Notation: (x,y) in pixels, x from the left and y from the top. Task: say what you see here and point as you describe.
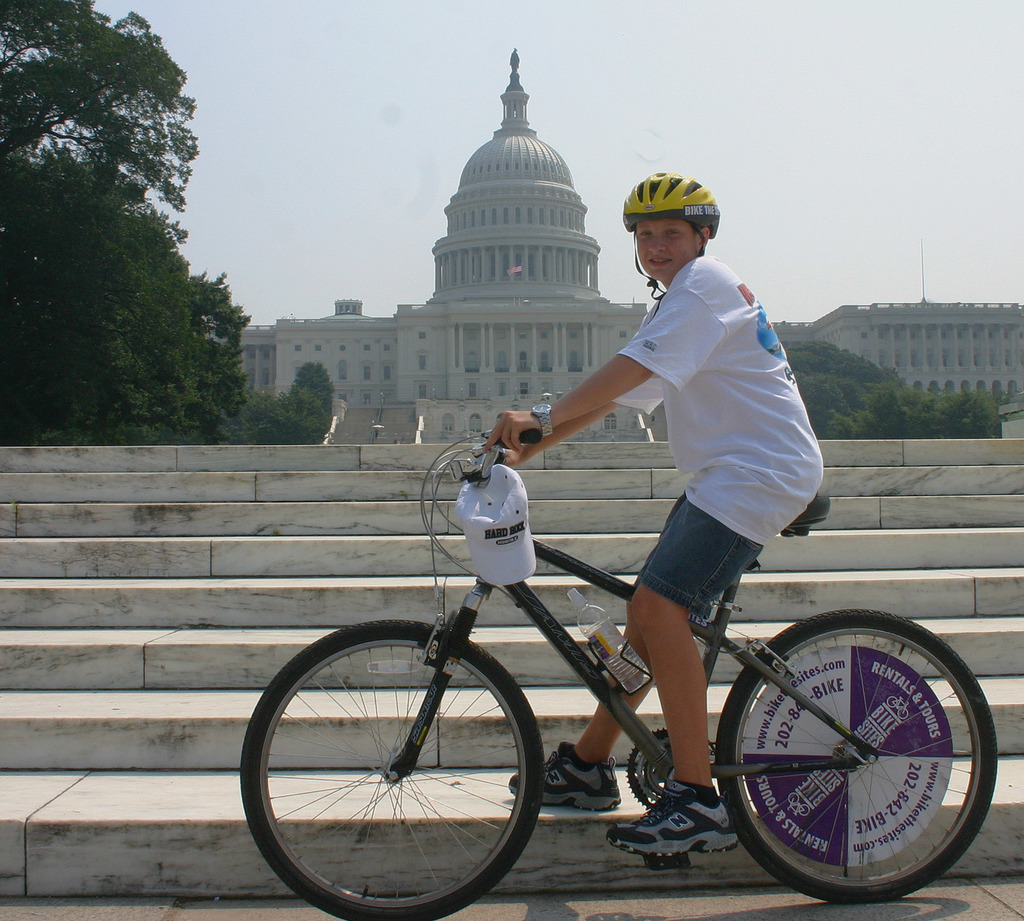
In this image we can see the person (761,404) sitting on the bicycle (422,731). There are stairs (69,540), building (465,343), trees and sky (301,171) in the background (348,137).
